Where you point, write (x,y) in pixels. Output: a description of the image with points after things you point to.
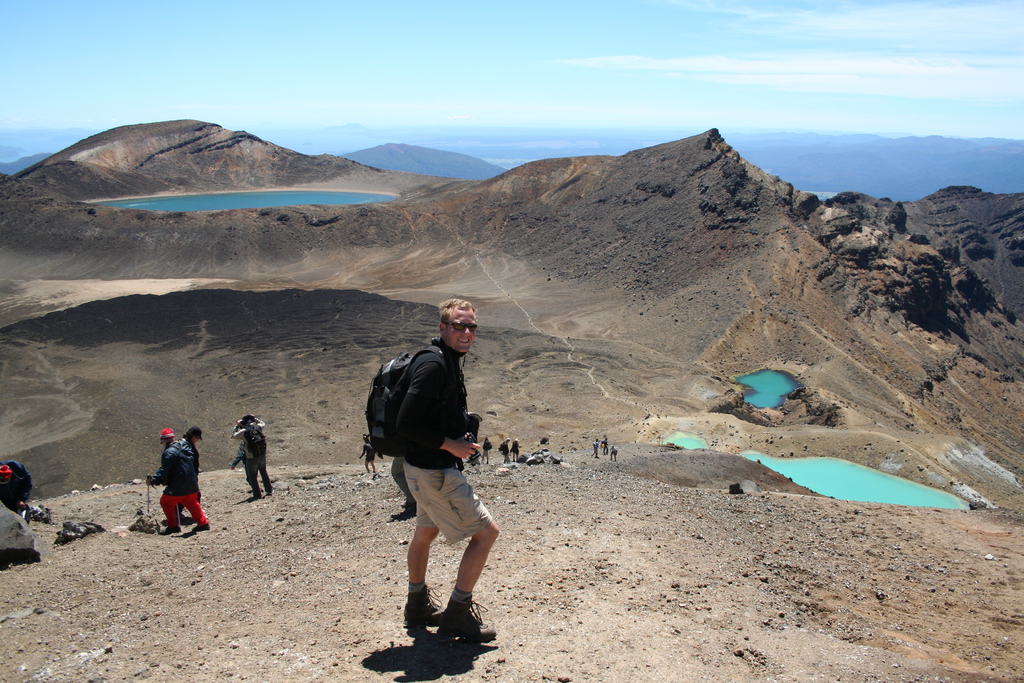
In this image I can see a person (421,408) wearing black and cream colored dress (429,445) and black colored bag (393,407) is standing. In the background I can see few other persons (265,478) standing, the water (862,482), few mountains (714,251) and the sky (413,37).
